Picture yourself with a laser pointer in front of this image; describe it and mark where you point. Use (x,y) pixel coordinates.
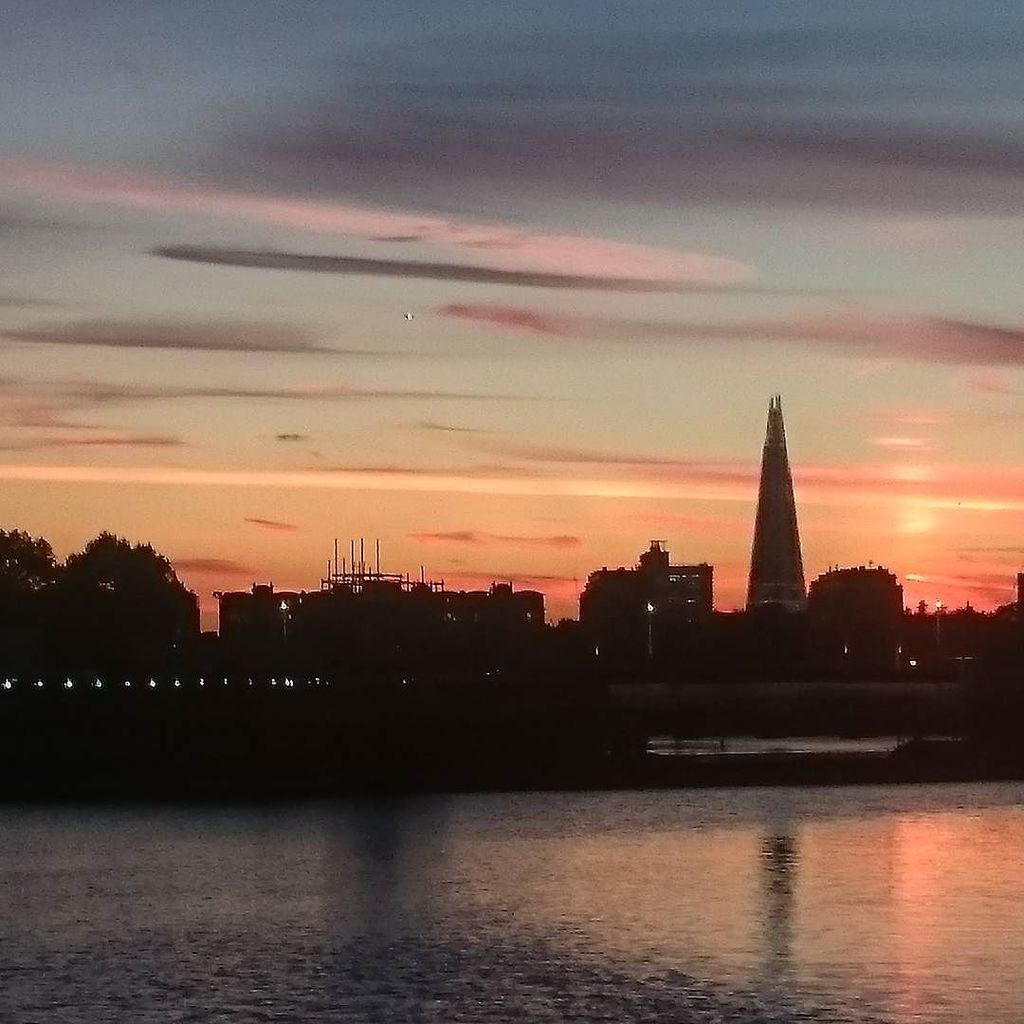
In this picture I can observe a river (496,806) in the bottom of the picture (456,862). In the background (118,604) there are trees (116,602), buildings (694,580) and clouds (603,450) in the sky (346,418).
